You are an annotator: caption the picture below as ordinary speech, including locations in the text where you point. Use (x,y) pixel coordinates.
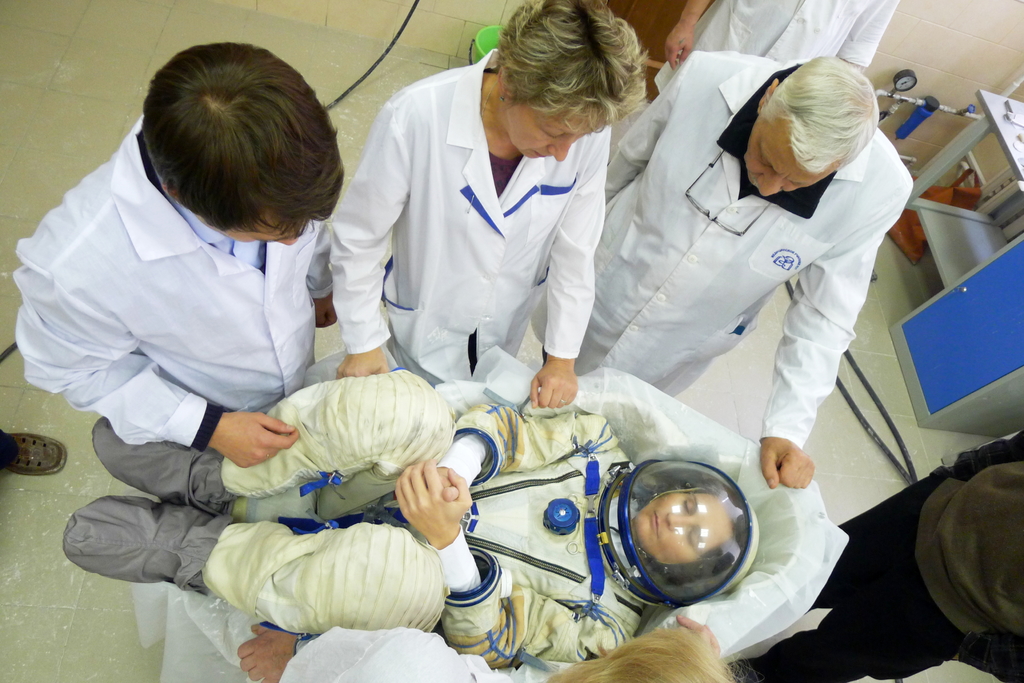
In this image there is a woman (431,529) who is wearing the space suit (359,462) is sleeping in the chair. There are more than three people (499,243) around her who are wearing the white coats (520,243). On the right side (913,528) bottom there is a person (884,584) standing on the floor (855,480). In the background (957,145) there is a table (991,114) on which there are papers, Beside the table (1010,130) there is a meter (896,81). On the floor (443,65) there is a green colour bucket (476,38).
